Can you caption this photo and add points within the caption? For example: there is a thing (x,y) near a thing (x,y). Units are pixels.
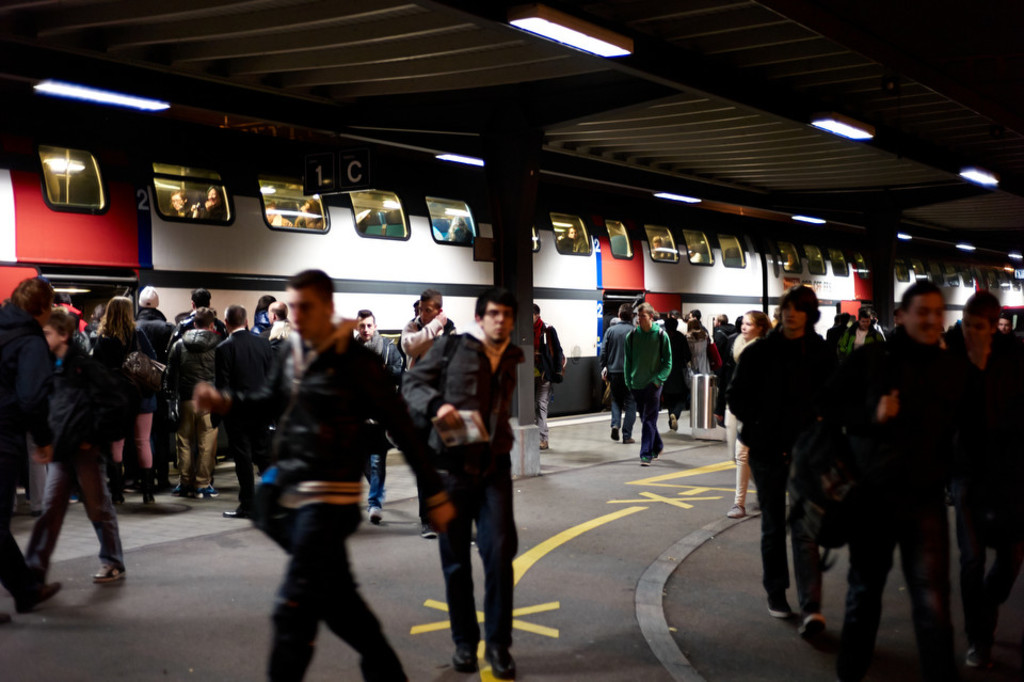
In this image I can see the platform (629,573), few pillars (878,278), the ceiling (688,112), few lights (861,131) to the ceiling (580,99) and number of persons (411,390) standing on the platform (603,468). I can see a train (403,279) which is red, white and black in color and in the train (346,235) I can see few lights (315,198) and few persons (311,222).
